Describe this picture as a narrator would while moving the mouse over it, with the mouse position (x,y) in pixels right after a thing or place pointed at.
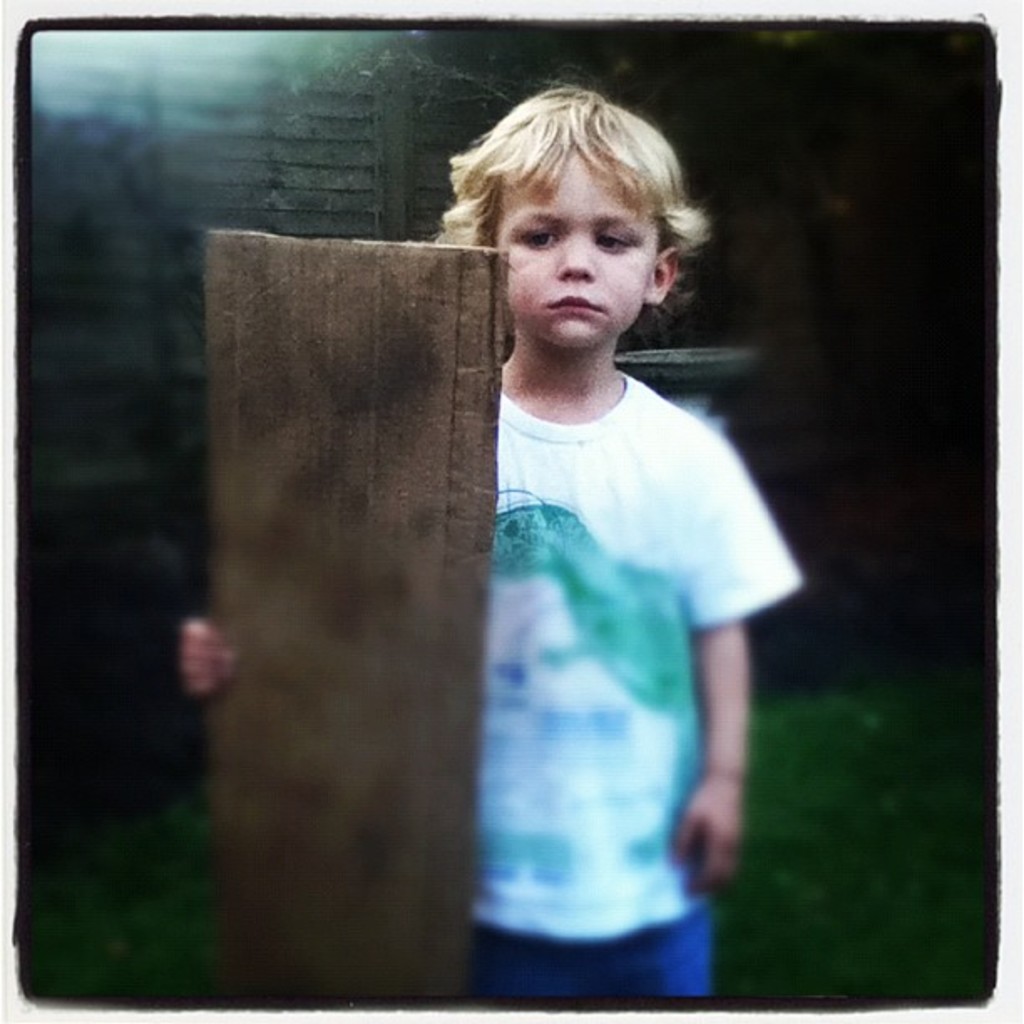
In this image we can see there is a boy (565,482) standing holding a board (304,785) in hand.
